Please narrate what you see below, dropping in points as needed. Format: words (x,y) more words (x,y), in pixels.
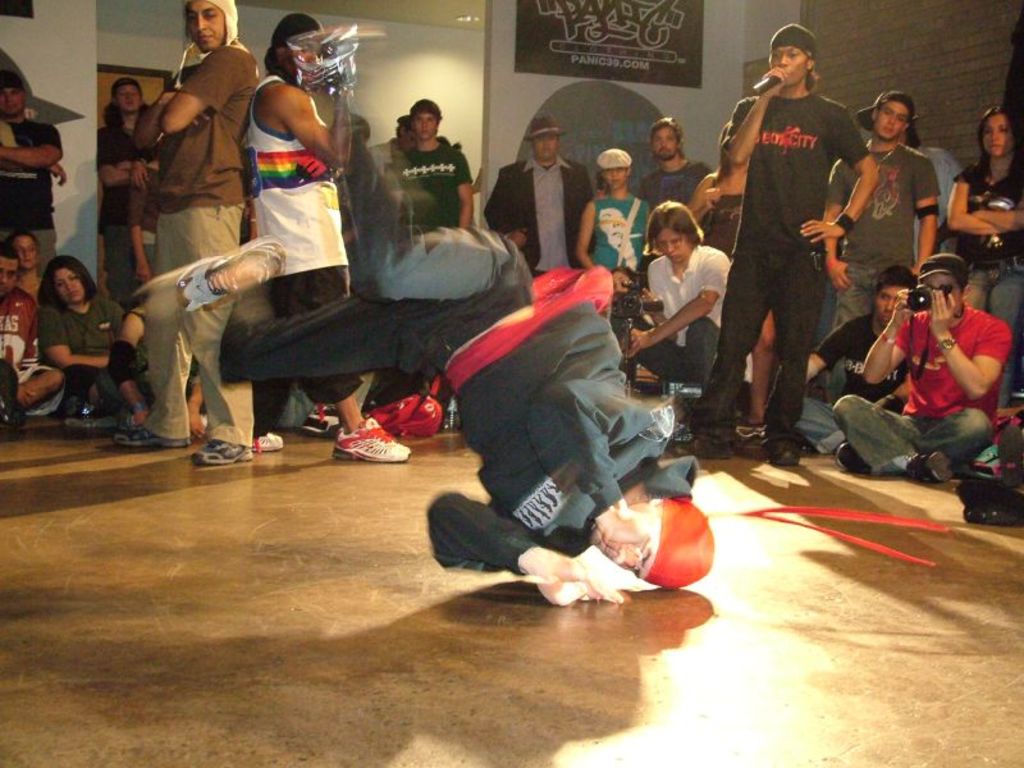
This picture shows the inner view of a building (241,10). There is one black board (652,13) with text (606,14) attached to the wall (705,40), two people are taking photos with cameras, some photo frames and some posters (599,115) attached to the wall (77,64). There is one light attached to the ceiling (453,23), some objects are on the surface (1008,580), one man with the red cap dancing on the floor (715,624), some people (767,166) are standing, some people (855,361) are sitting and some people (886,460) are holding some objects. There is one man (746,276) standing, holding a microphone (767,78) and singing.
